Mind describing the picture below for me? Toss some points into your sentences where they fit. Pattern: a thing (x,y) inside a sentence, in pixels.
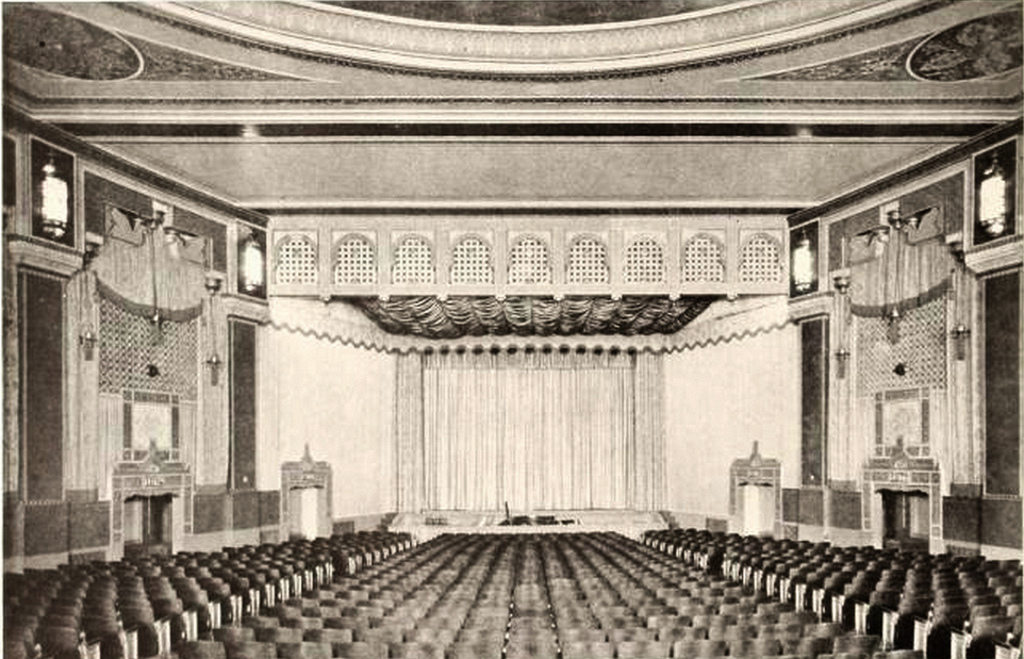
It is the black and white image in which it looks like an auditorium (410,498), in which there are so many seats (518,572) at the bottom (704,584). In the middle (511,401) there is a screen (504,413) which is covered with the curtain (489,431).
